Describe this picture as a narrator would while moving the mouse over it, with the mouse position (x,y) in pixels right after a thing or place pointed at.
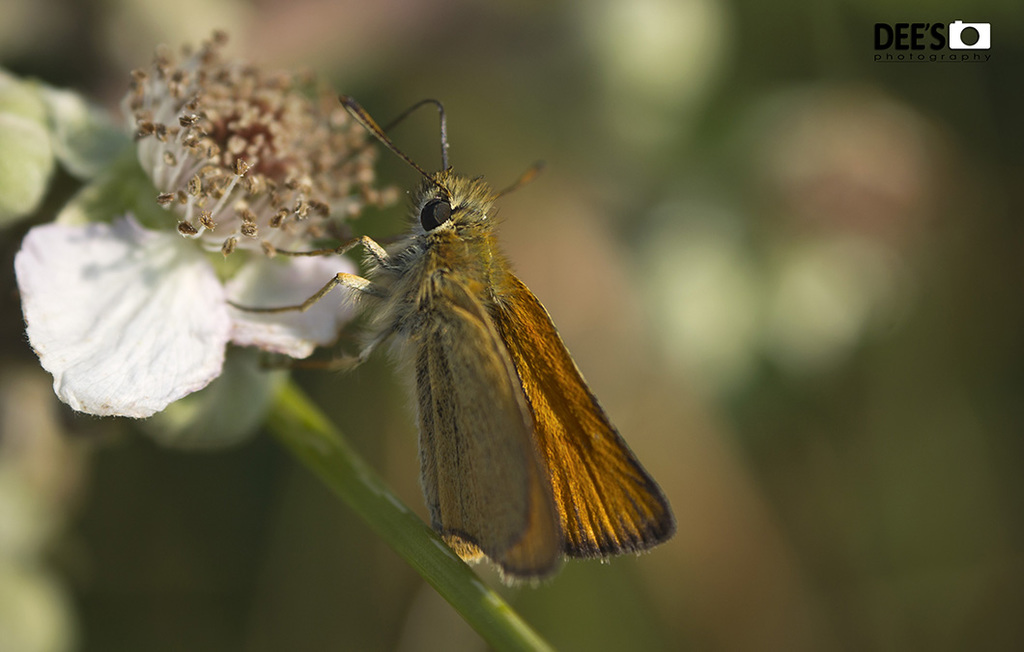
In this image, we can see a butterfly (429,486) sitting on the stem (447,571), there is a flower (124,291) and there is a blur background (395,627).
